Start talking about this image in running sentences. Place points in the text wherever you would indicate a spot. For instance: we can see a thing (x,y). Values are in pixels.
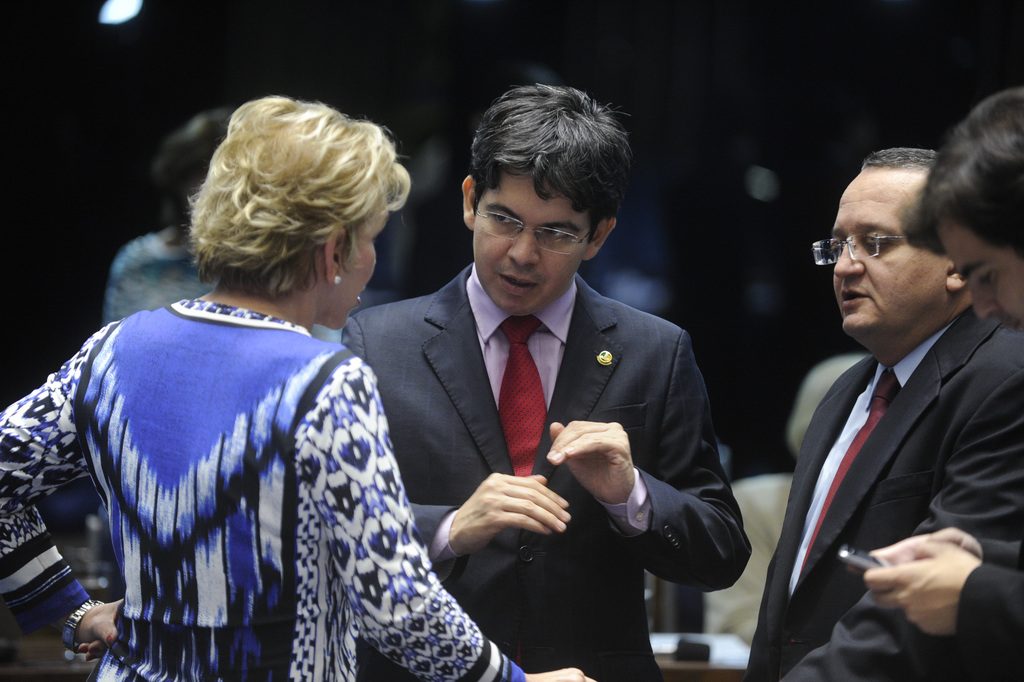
In this picture we can see a group of people (387,455) standing. On the right side of the image (975,544), a person (954,573) is holding a mobile (848,550). Behind the people (219,289), there is the dark background (725,85).
